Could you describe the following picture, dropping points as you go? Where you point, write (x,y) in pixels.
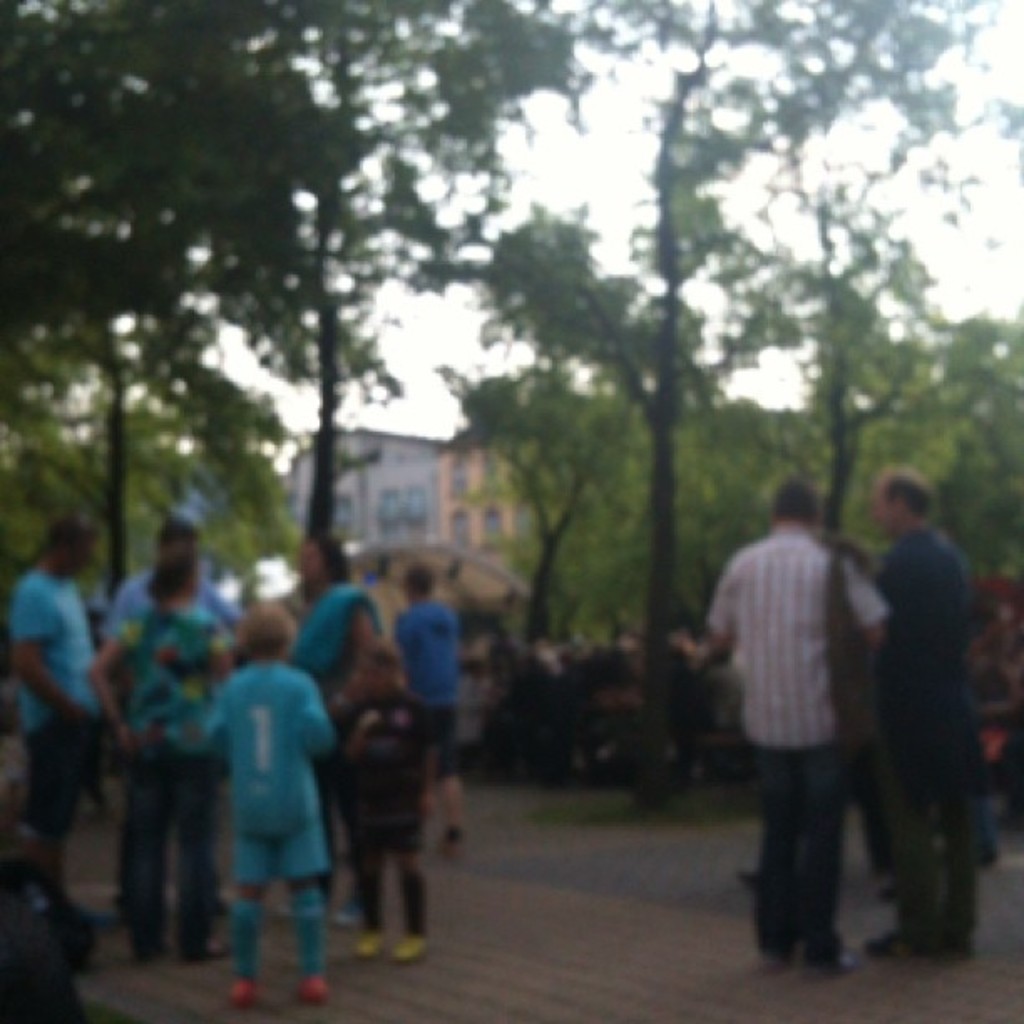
In this image I can see number of persons (329,735) wearing blue colored dress (261,746) are standing on the ground (438,863) and few other persons (794,843) standing. I can see few trees (655,464) which are green and black in color and few buildings (459,489). In the background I can see the sky (851,122).
